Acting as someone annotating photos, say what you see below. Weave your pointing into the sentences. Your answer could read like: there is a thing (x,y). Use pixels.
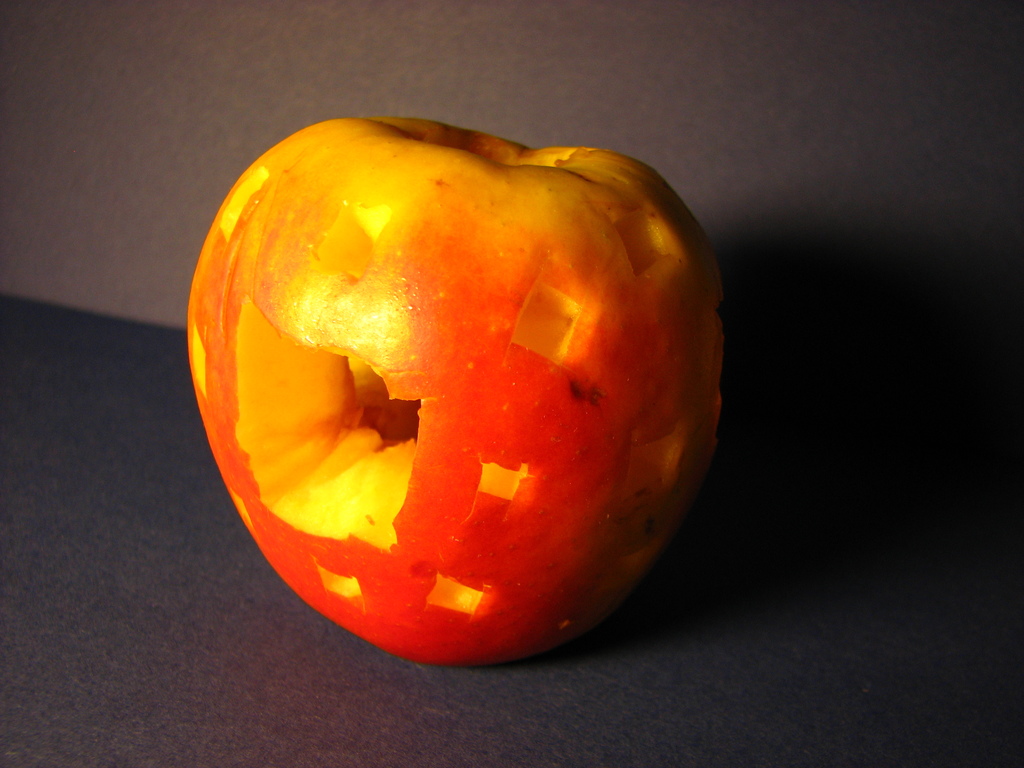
In this picture we can see a fruit (285,490) on a platform (6,377) and in the background (128,187) we can see wall (711,115).
